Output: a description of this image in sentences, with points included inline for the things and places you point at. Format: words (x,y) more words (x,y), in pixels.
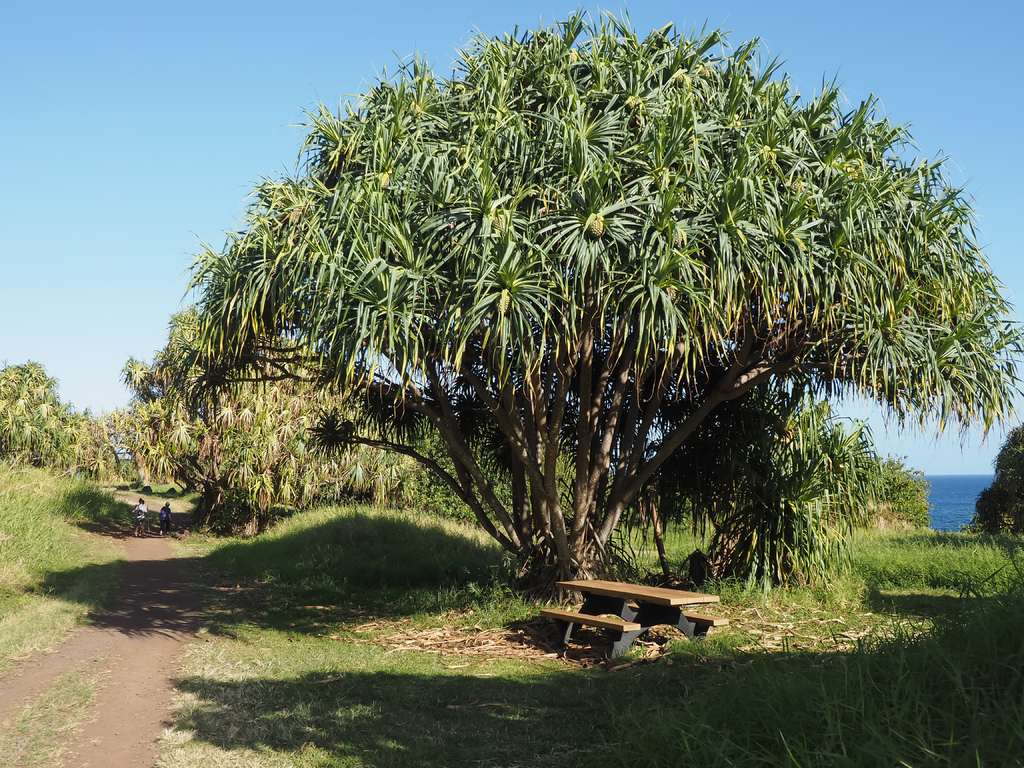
In this picture, we can see the ground (549,642), path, grass (525,619), plants (260,499), benches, water (968,496), and the sky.
